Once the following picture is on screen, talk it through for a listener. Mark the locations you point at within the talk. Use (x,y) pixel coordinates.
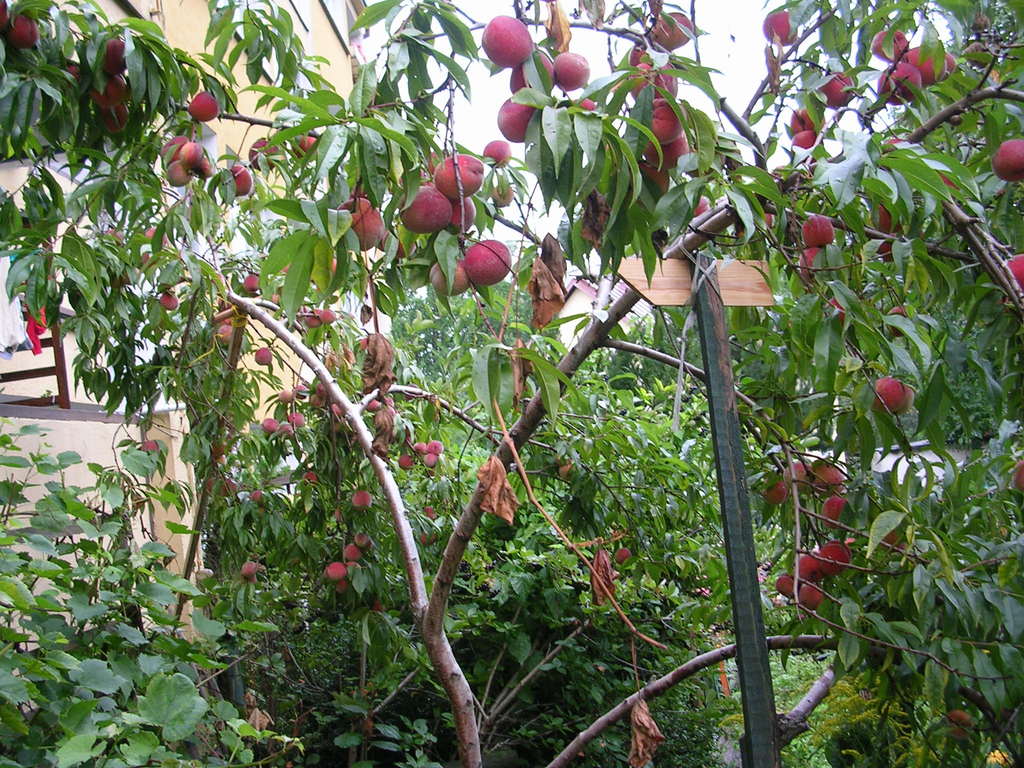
In this picture I can see many peaches (241,189) on the trees (586,507). In the back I can see the building (63,472), shed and pole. At the top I can see the sky (422,1).
